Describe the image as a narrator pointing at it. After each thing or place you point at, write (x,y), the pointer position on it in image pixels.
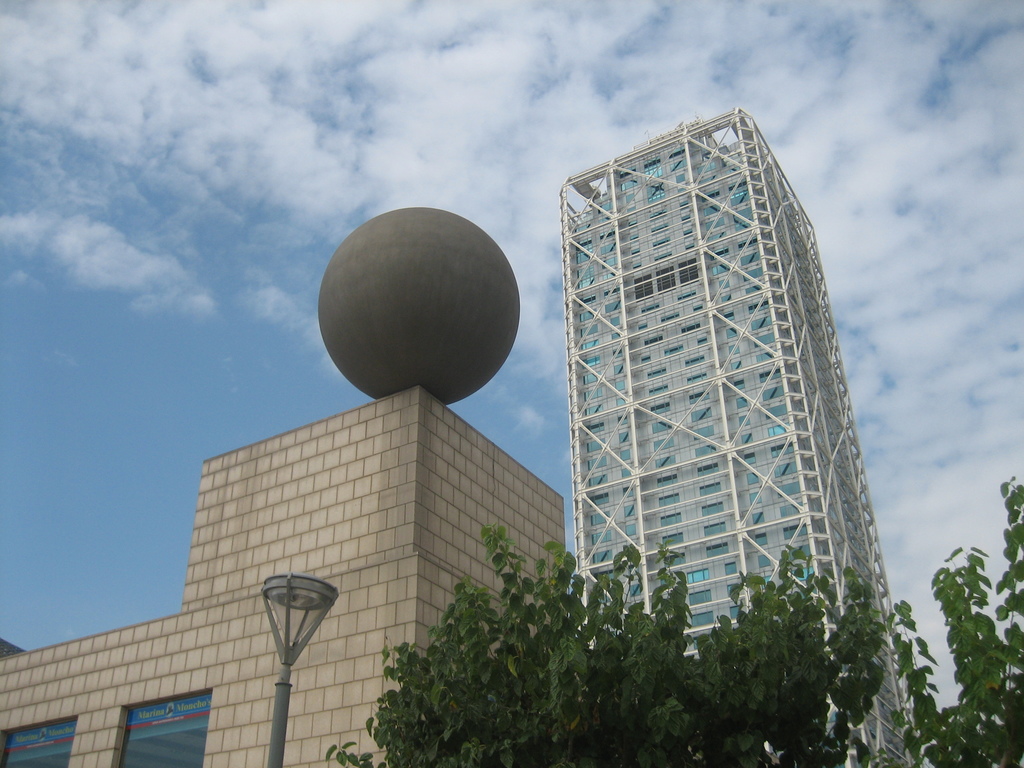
In this image there are buildings (478,463). At the bottom (290,597) we can see a pole (280,627) and trees (981,631). In the background (848,163) there is sky (307,150).
